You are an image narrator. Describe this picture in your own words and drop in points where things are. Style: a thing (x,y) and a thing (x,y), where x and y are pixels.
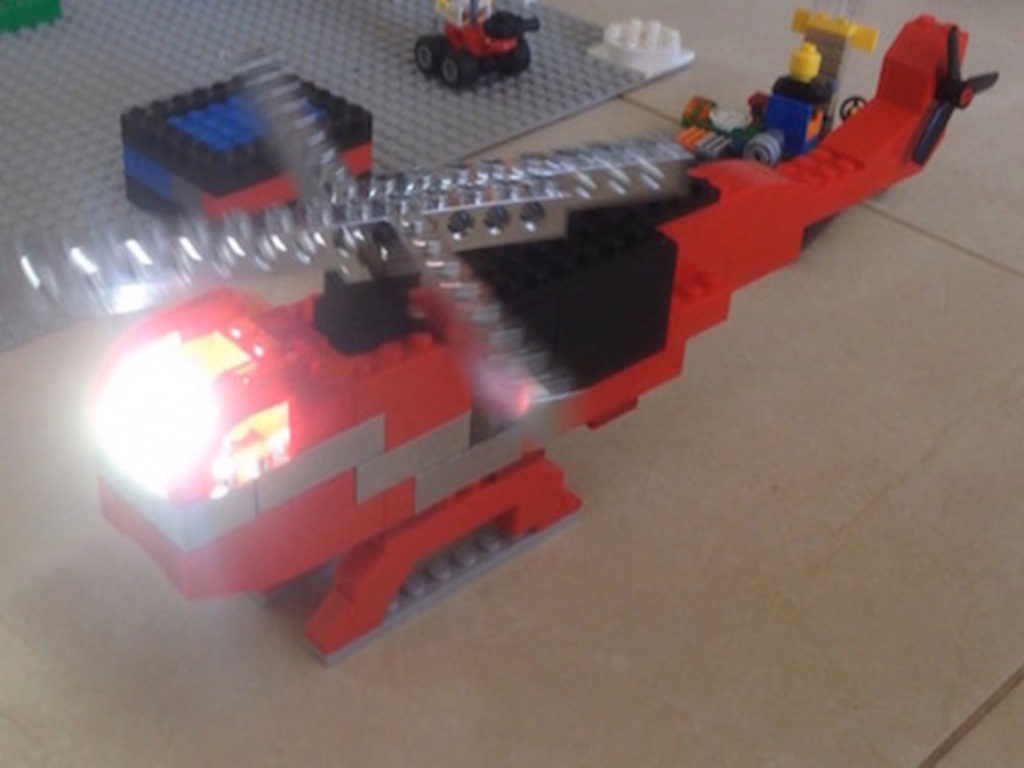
In this image I can see the Lego bricks (408,247) on the floor (762,463).
